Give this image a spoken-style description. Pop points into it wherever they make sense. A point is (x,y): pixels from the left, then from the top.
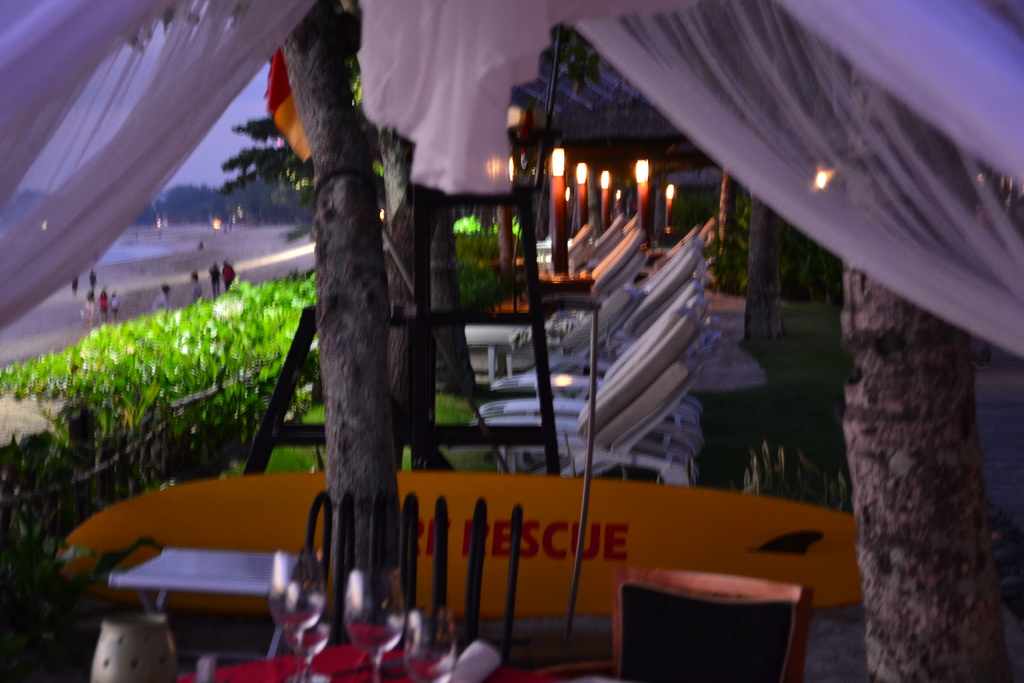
This image is clicked inside a tent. Inside a tent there are chairs (598,329), ladders (533,325), lights (579,168) and a surfboard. At the bottom (310,674) there are wine glasses (359,644) on the table (393,653). In front of the tent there are trees (326,258) and hedges (188,349). In the background (150,272) there are people (91,305) walking on the ground (173,265).
